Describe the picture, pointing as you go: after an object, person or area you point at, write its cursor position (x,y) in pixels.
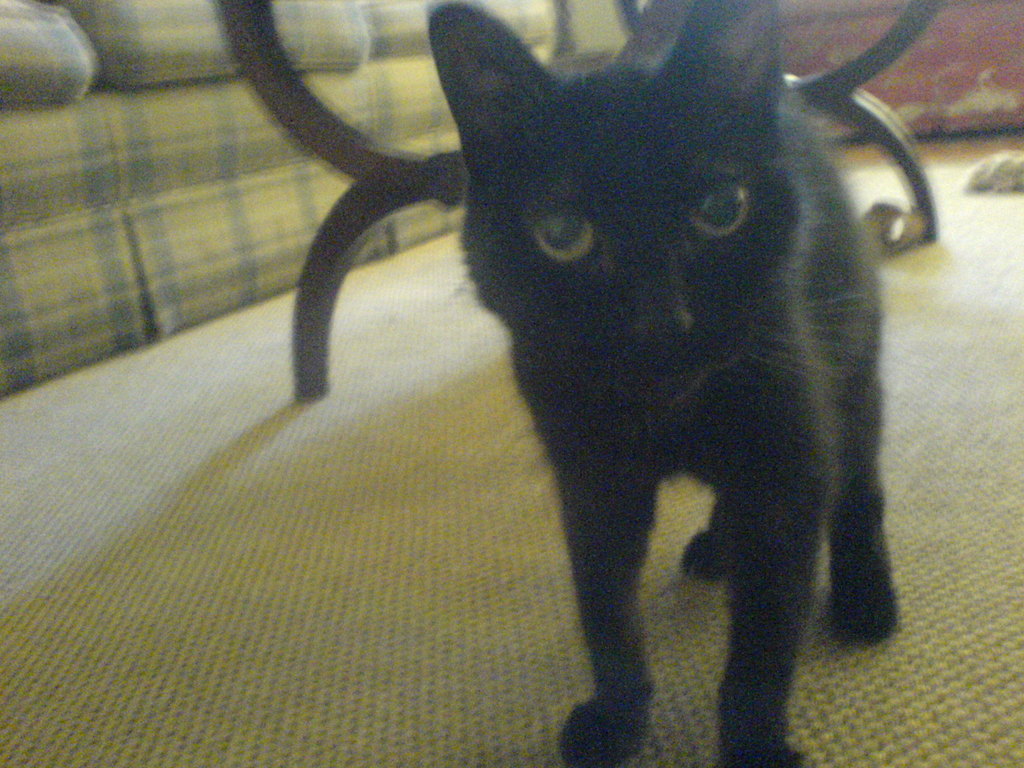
In this image, we can see a black color cat (711,375) standing on the carpet (922,329), at the left side (81,220) there is a sofa (225,166).
